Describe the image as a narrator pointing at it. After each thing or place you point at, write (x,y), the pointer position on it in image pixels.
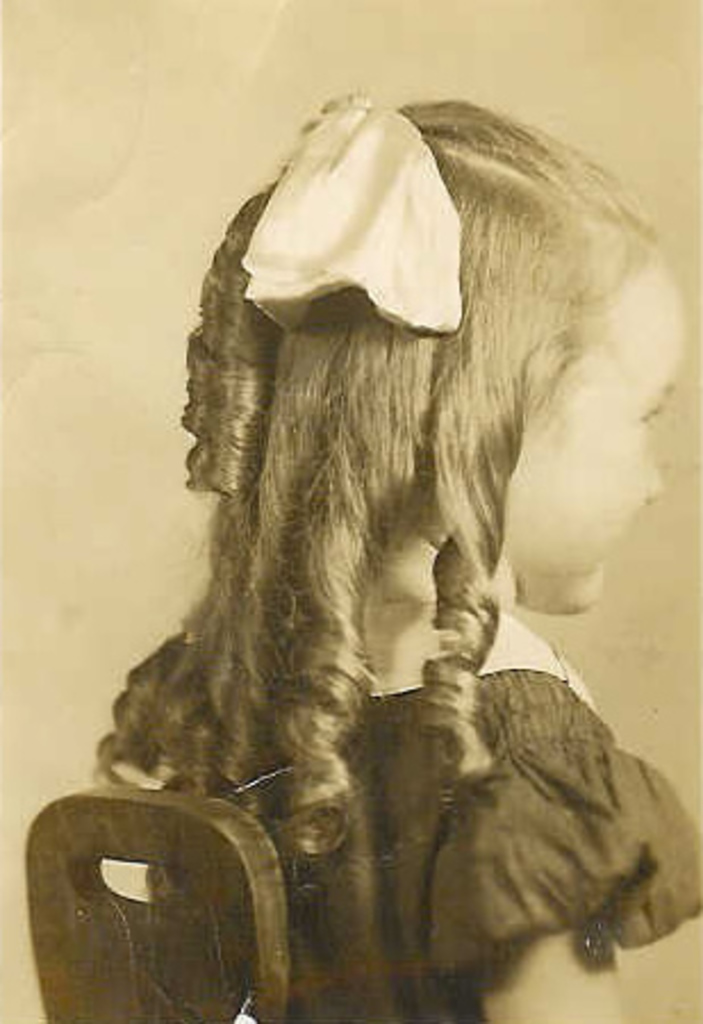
In this image, we can see a kid (450,523) wearing clothes (466,811).
